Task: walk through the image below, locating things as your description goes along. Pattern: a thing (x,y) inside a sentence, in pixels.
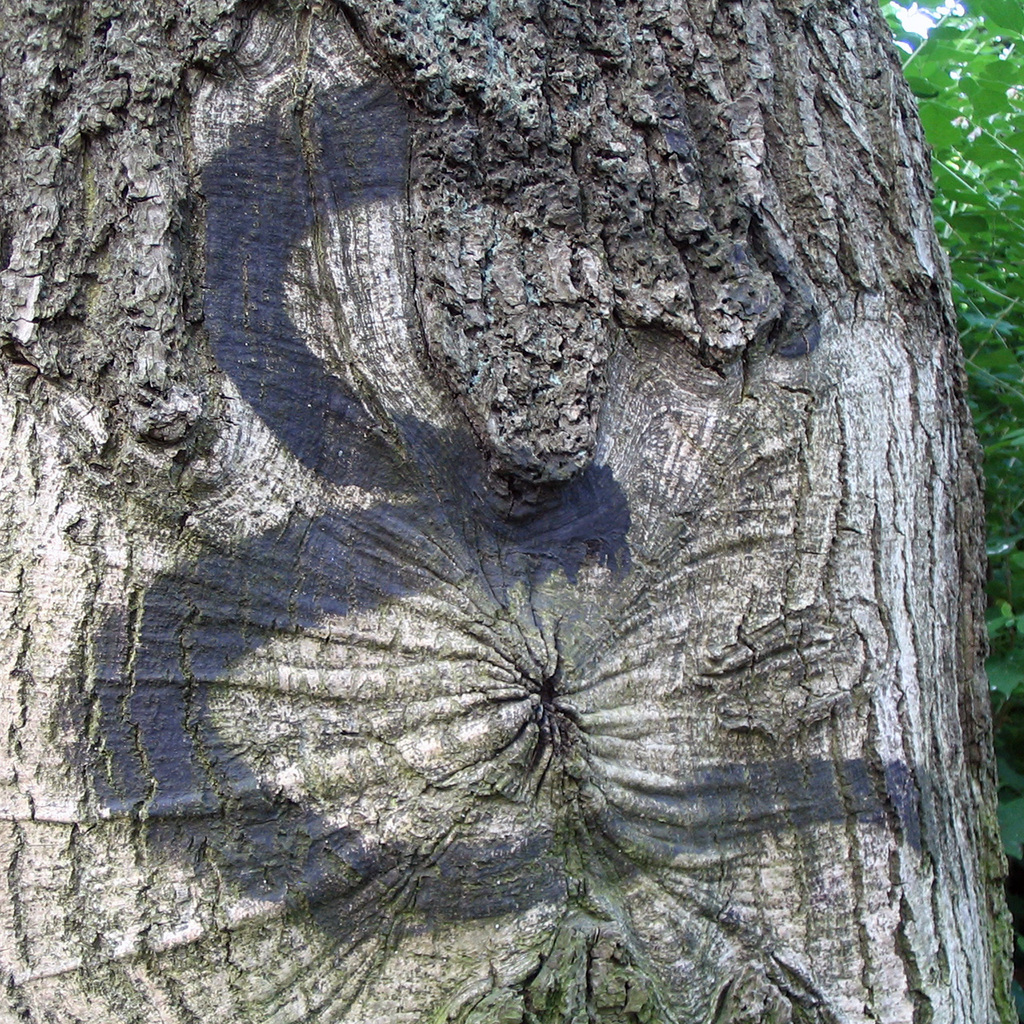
In this picture, we see the wood (720,711) with some text (492,517) written. On the right side (976,308), we see the trees (953,246).
